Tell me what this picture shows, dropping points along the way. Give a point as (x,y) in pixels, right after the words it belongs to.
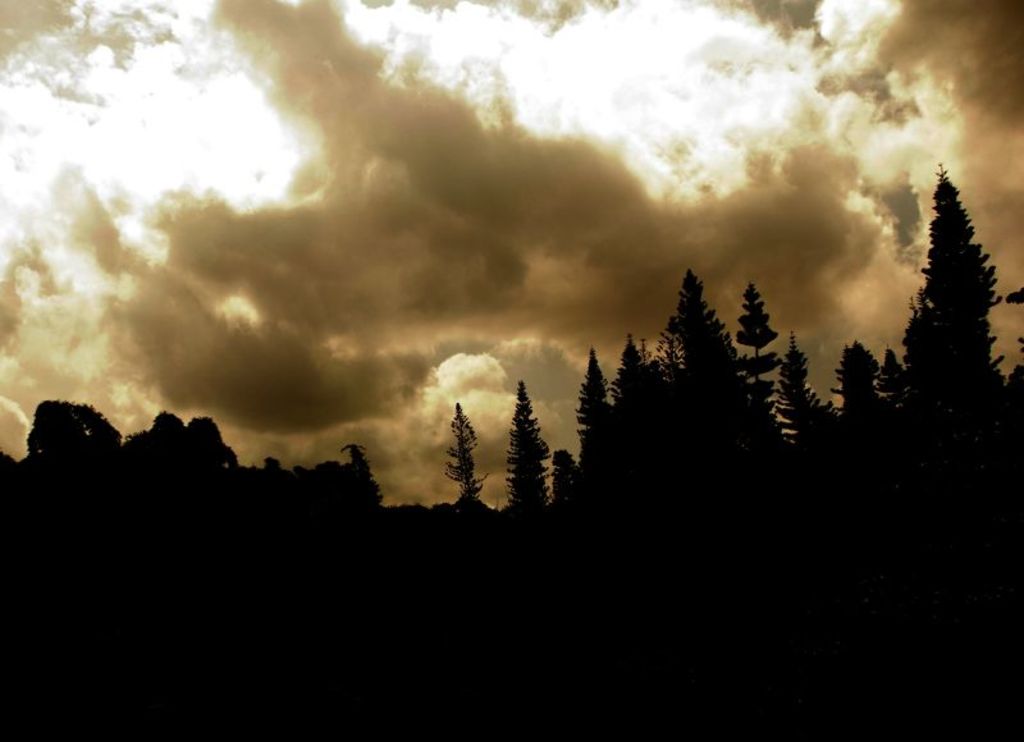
In the center of the image (464,489) there are trees (775,514). In the background (442,484) there is sky (337,214).
